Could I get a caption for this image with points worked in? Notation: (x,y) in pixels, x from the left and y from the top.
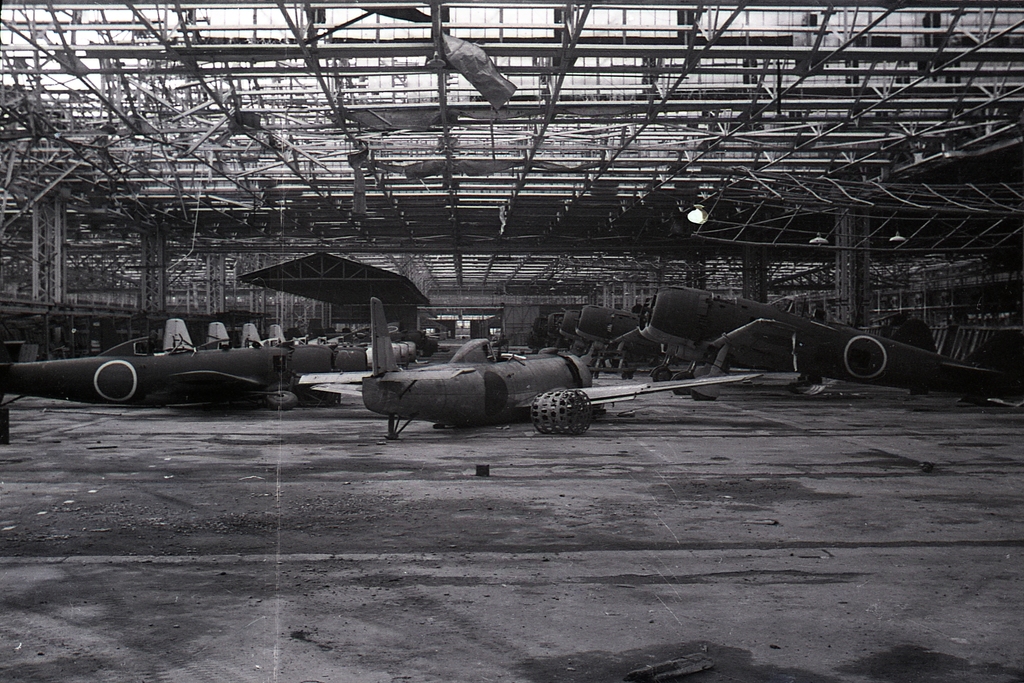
Here we can see black and white image. In the image we can see there are many airplanes (749,319), kept in a row. Here we can see the floor (569,510) and the roof (422,123).
